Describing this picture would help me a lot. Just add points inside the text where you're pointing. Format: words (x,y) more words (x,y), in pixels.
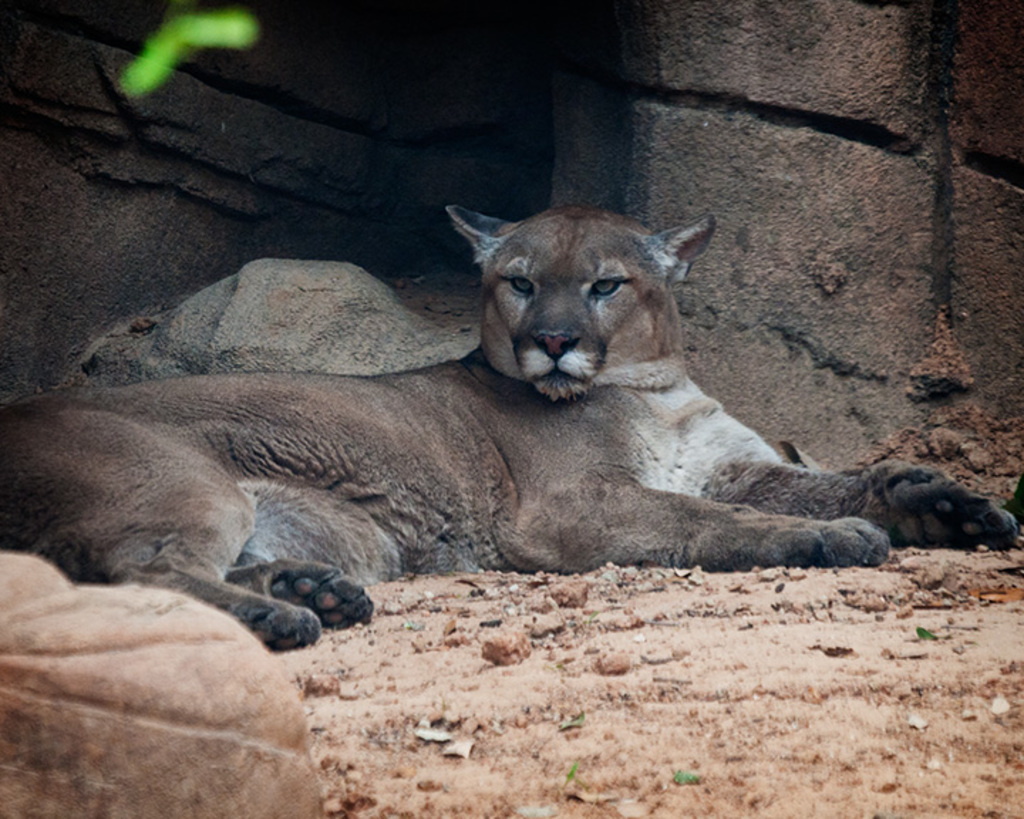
In this image I can see an animal (587,471) is lying on the ground (558,592). On the right side (759,184) it looks like a concrete wall (740,192).
